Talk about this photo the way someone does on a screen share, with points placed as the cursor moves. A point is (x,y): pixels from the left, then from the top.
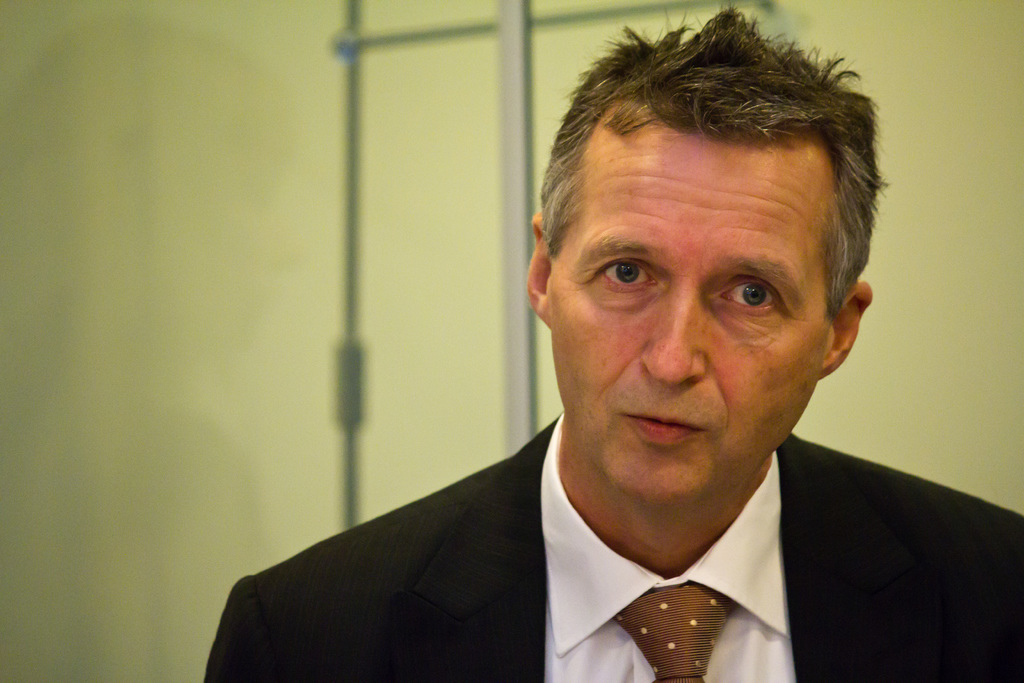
In this image I see a man (726,437) who is wearing black suit (849,527) and I see that he is also wearing a white shirt (613,600) and brown tie (668,625) and in the background (269,467) I see the wall (282,311) which is of light yellow in color and I see a black thing (353,50) and a white color thing (510,17) over here.
